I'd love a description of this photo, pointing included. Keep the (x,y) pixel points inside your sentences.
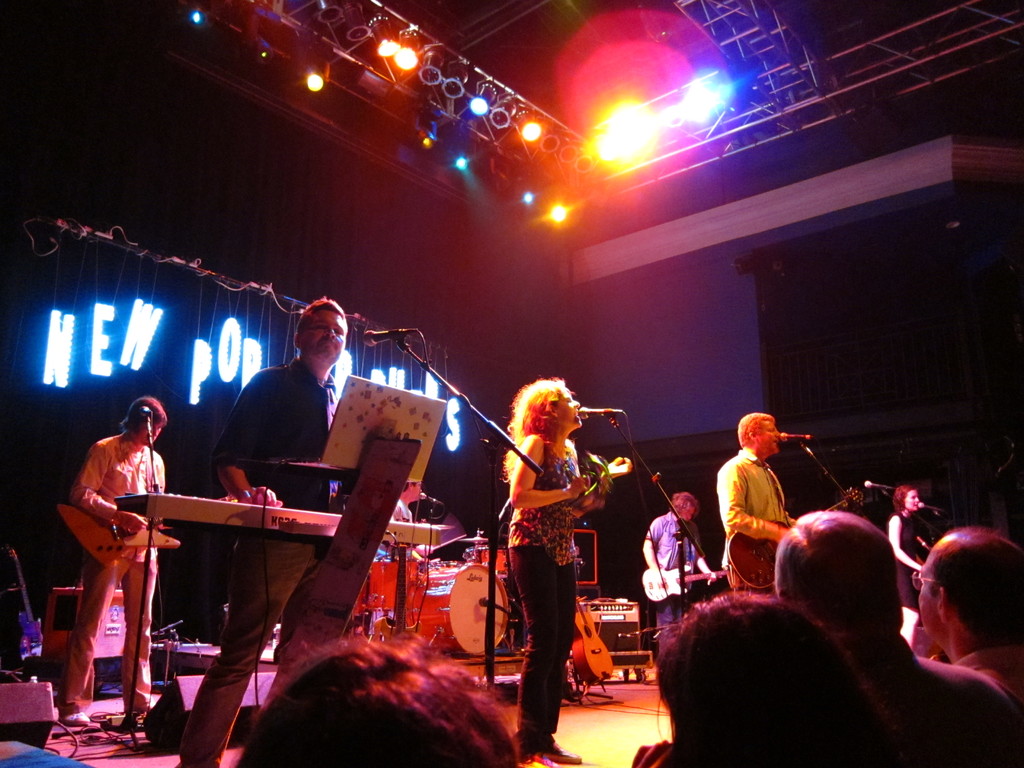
In this image there are group of persons (567,479) who are playing musical instruments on the stage (653,682) at the right side of the image (858,571) there are some persons (875,651) who are watching the show at the top of the image (713,98) there are some lights (507,113).
